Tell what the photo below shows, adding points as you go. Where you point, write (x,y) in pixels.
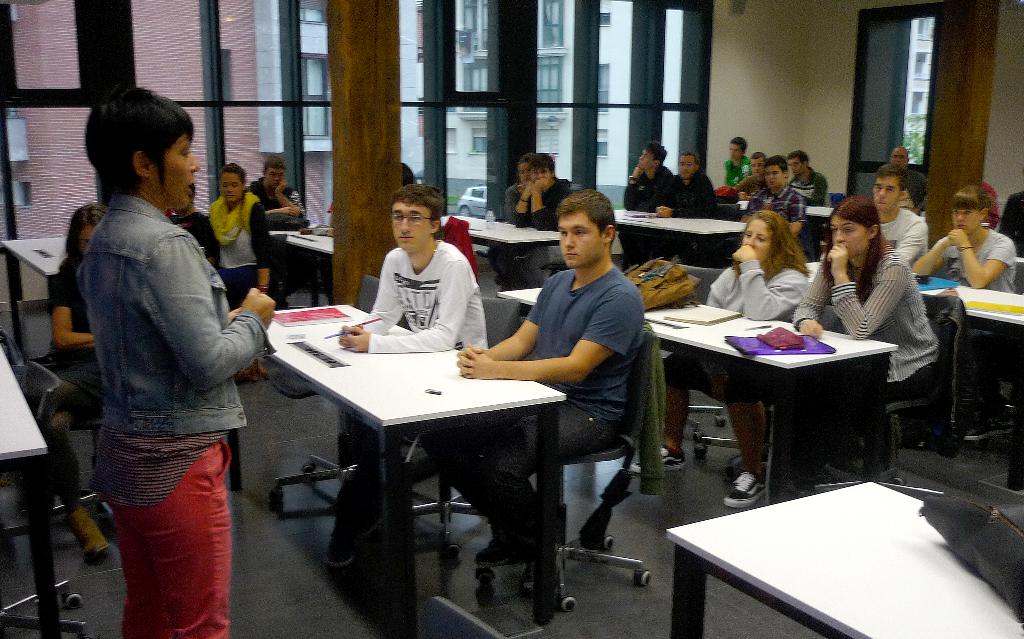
In this image on the left side (159,400) a woman (159,404) standing on the floor (232,532) wearing red colour pant (200,553) and blue colour shirt (176,343) and her mouth (185,191) is open. On the left side (90,390) there is another woman (76,261) sitting on the chair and the person (113,368) wearing blue colour shirt (150,297) in front of her there is a table (324,352). there are two persons (392,312) sitting on the chair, the person (451,292) wearing white colour shirt (457,305) wearing spectacles (418,224) and the person (609,346) wearing blue colour shirt (611,347) sitting on chair (630,445), back side of him there are two girls (733,278) sitting on chair (935,394) and in front of her there is table (760,356) on the table (713,326) there is a back pack (660,289). Back side of her there are the two persons (928,253) sitting on the chair (1011,282) and top most right there are the group of people (734,166) sitting on chair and middle there are some building (460,87) visible and there is car (482,192) visible. On the left side (227,182) top most the woman (215,217) wearing yellow colour scarf (217,222) sitting on the chair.
